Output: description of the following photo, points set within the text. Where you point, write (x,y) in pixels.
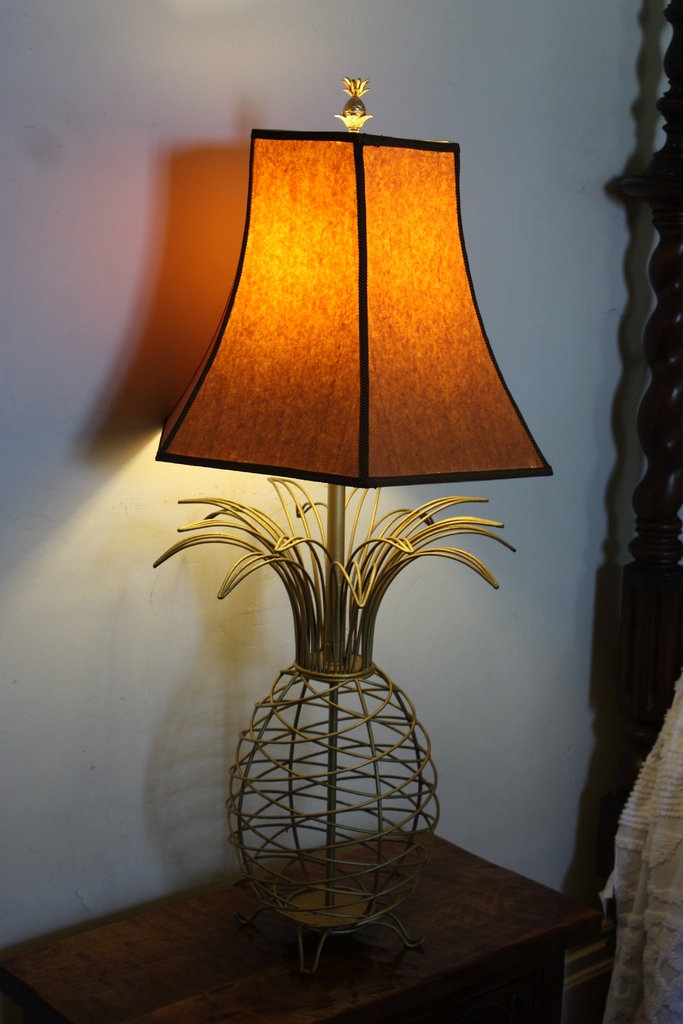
In the foreground of this image (330,506), there is a lamp (288,386) on a table (434,945). On right (649,855) there is a cloth (651,885) and bedpost (662,586). In the background (309,59) there is a wall (274,81).
